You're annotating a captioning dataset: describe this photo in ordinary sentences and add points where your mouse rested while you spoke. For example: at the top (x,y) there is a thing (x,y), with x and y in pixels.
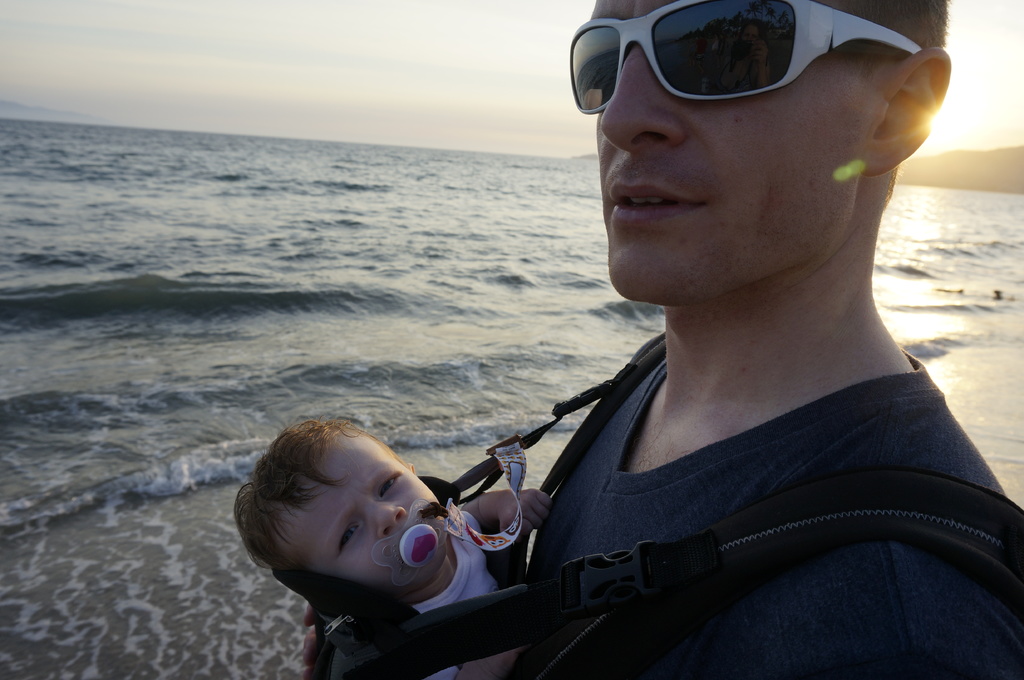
In this image I see a man (749,9) who is wearing t-shirt (571,522) and shades (801,22) and I see that he is carrying a baby (374,498) and in the background (278,400) I see the water (581,309), sky (118,93) and the sun (937,116) over here.
